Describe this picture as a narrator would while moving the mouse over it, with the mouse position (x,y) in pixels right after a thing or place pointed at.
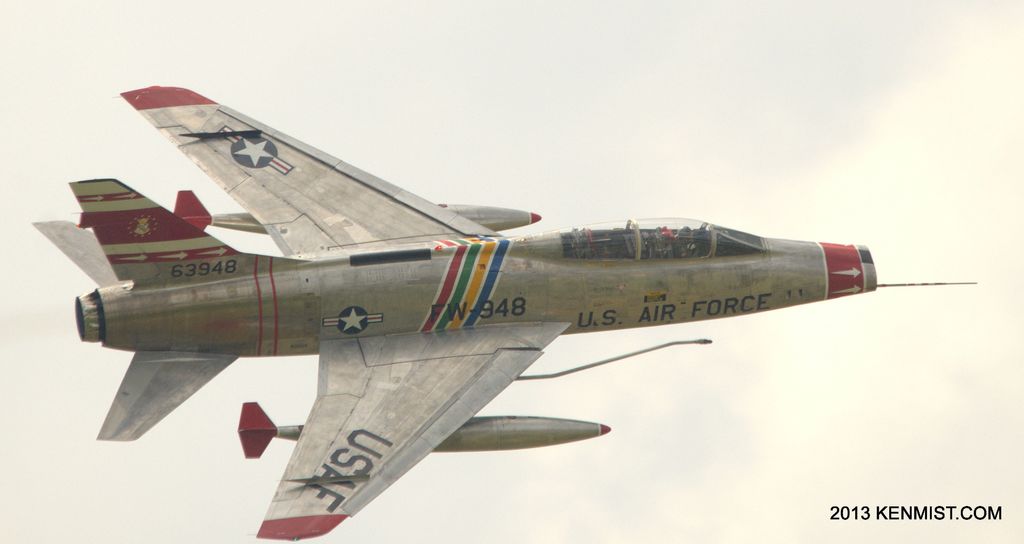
In this image I can see an aeroplane (244,307) is flying in the air (972,357) towards the right side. In the background (675,99), I can see the sky (712,91). In the bottom right (910,510) I can see some text (882,515).
